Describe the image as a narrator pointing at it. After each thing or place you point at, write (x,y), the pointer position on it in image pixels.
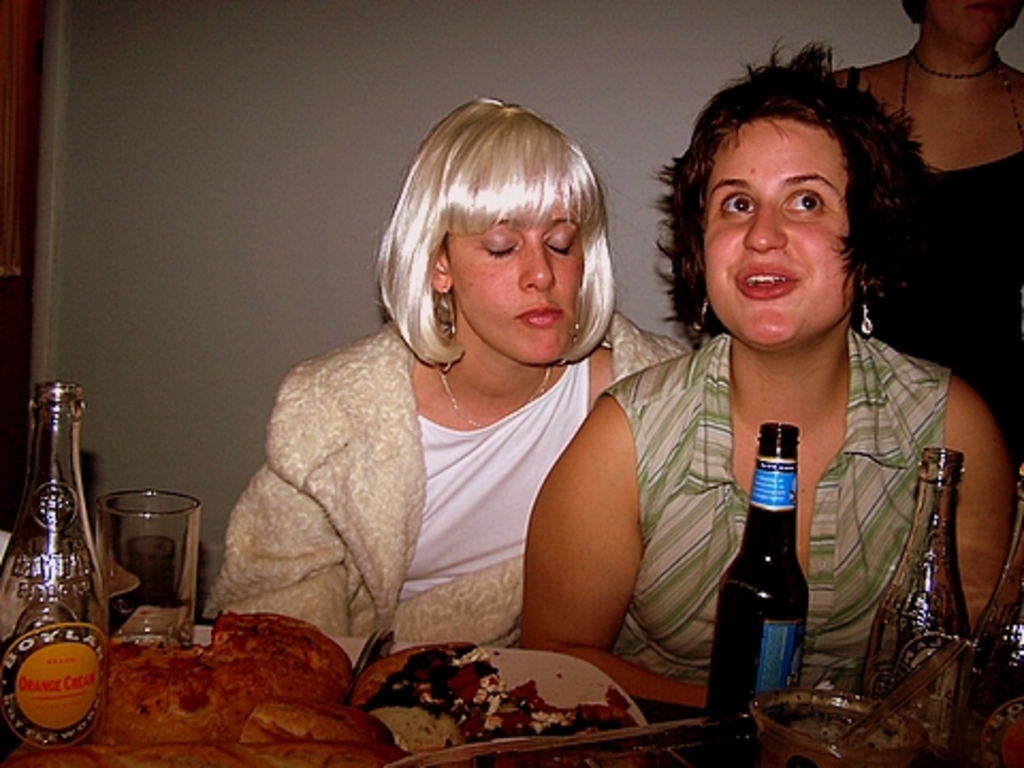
There are two women (633,457) sitting on the chairs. This is table (533,762). On the table (668,717) there are plates (545,689), bottles (724,595), glass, and some food (469,696). In the background (134,287) there is a wall (181,152).
